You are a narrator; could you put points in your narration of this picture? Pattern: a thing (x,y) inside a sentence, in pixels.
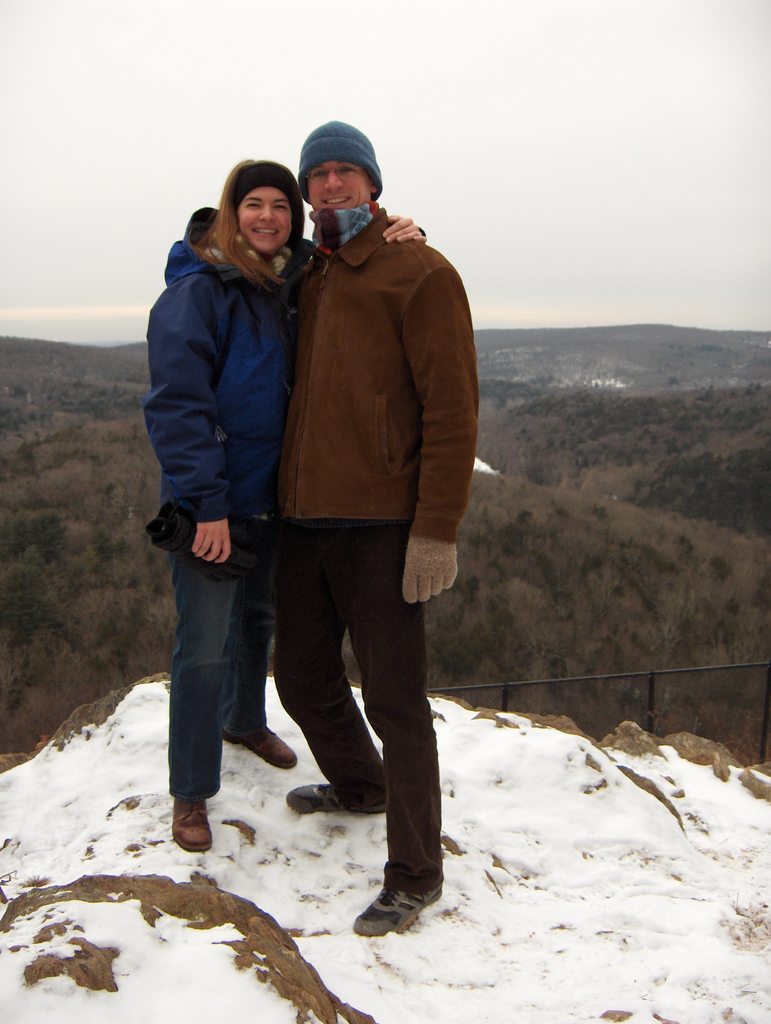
These two people (345,274) are smiling and wore jackets (291,383). On this surface (33,790) there is a snow (357,868).
